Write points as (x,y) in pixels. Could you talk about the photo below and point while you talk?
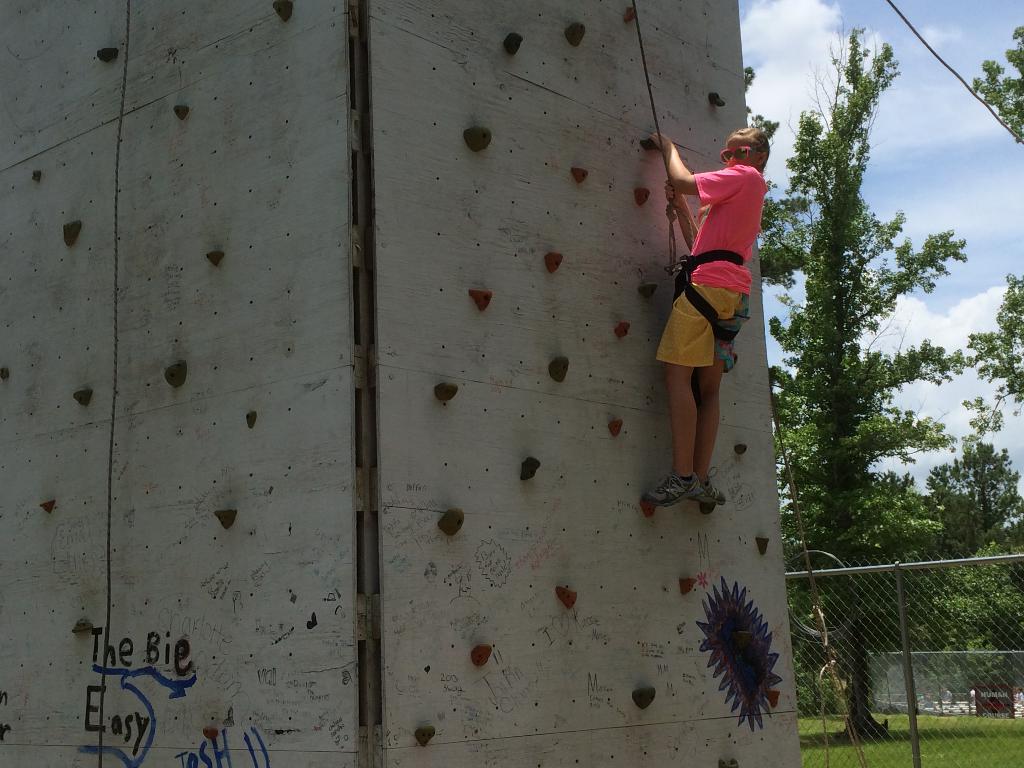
In this image we can see the wall (440,446) and the person (717,260) holding a rope (671,231) and climbing the wall (658,438). And at the side, we can see the fence (882,595), grass (892,726), trees (856,472) and the sky (947,325).
